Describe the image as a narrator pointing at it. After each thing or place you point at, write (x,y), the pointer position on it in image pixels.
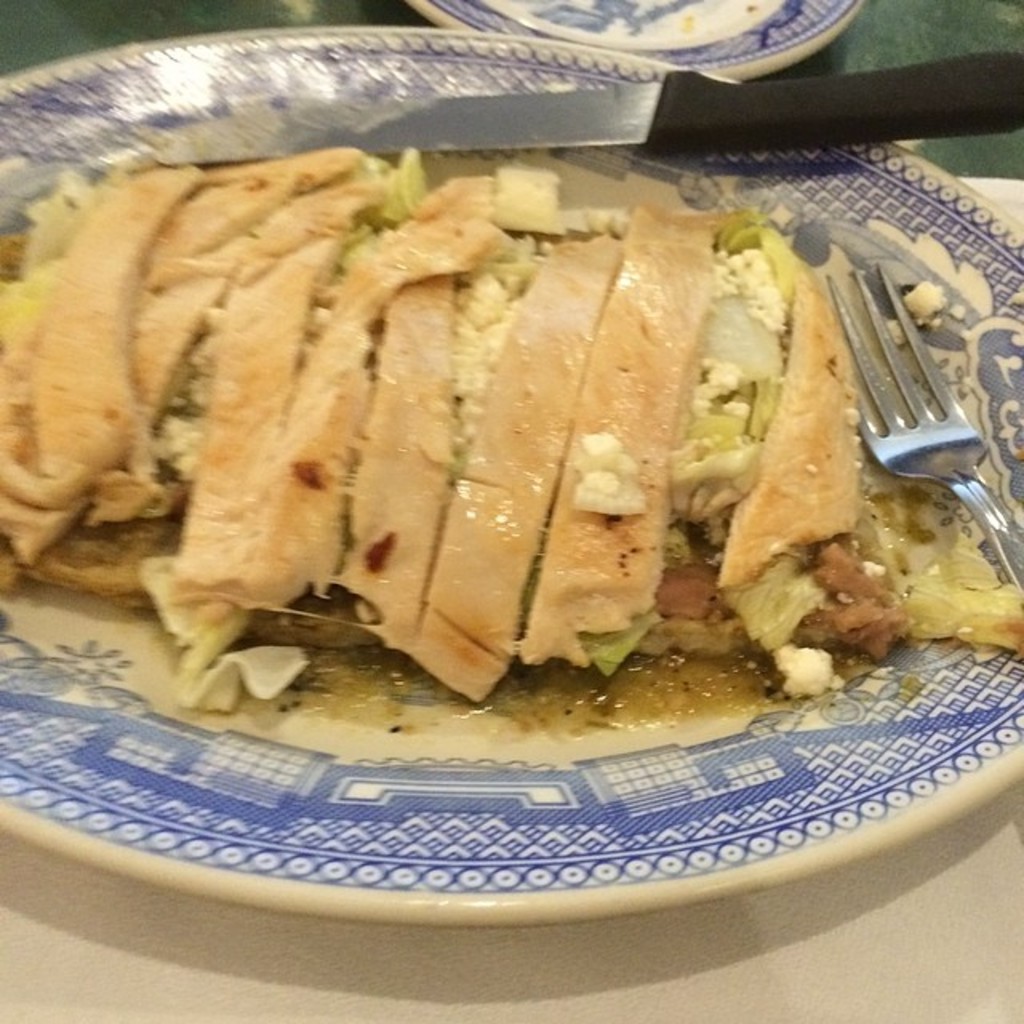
There is a plate (44,605) with food item (477,405), knife (473,140) and fork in it on a platform (332,18). In the background (672,59) there is a plate (668,31) on a platform (845,29).
